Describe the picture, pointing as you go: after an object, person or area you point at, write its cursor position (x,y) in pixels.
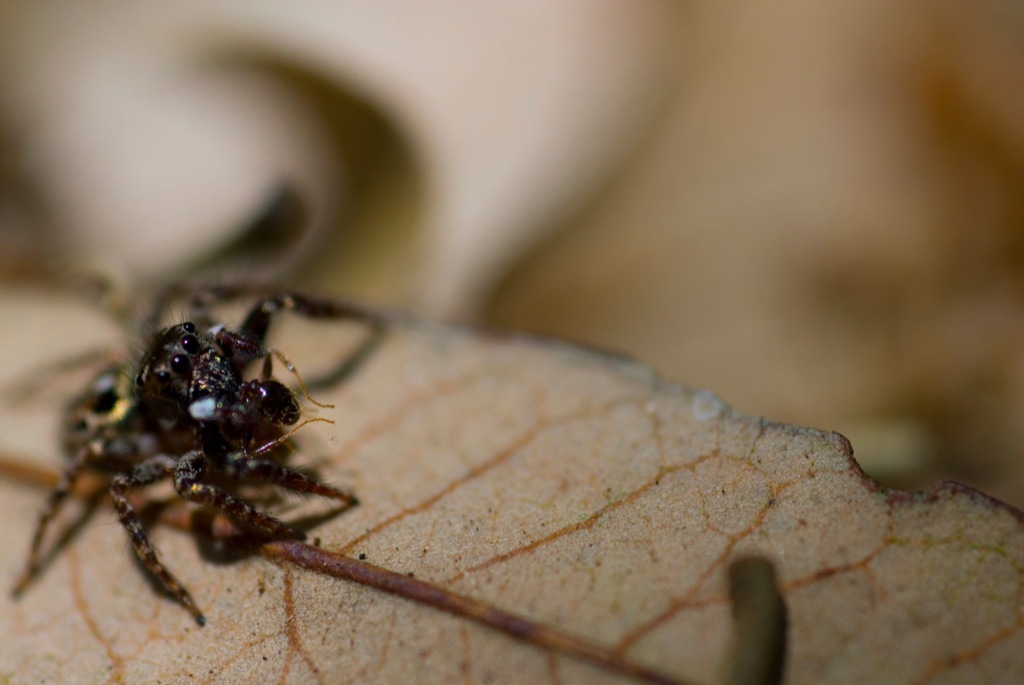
In this image there is an insect (264,472) on a leaf (323,588). The background (633,107) is blurry.
